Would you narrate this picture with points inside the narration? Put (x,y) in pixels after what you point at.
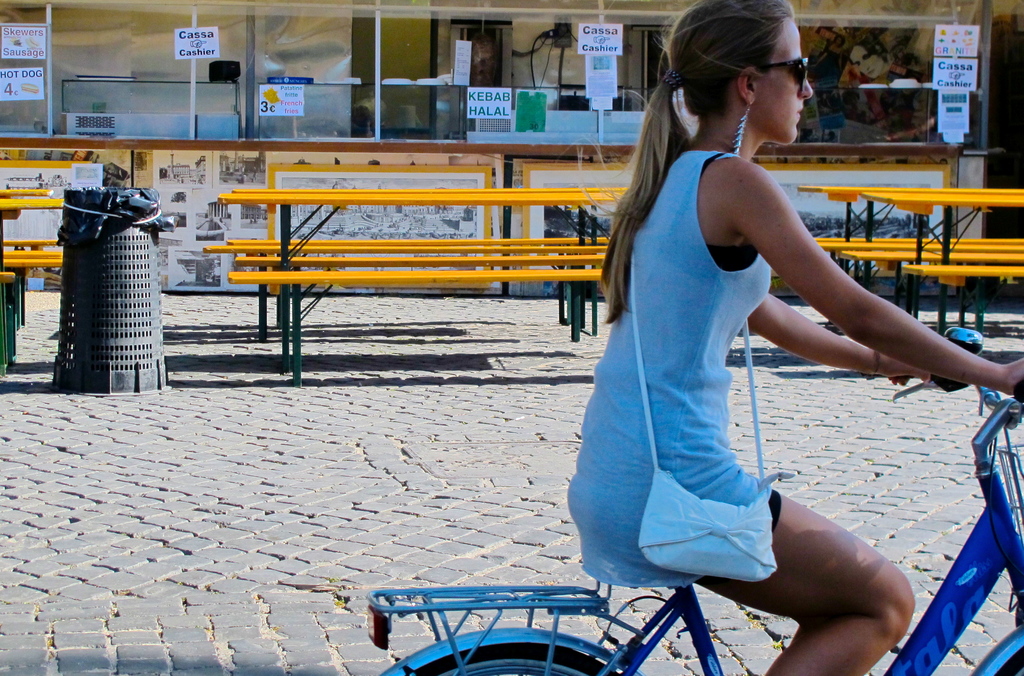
In this picture we can see a woman (770,220) riding a bicycle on the road (735,367), and here are the benches (549,276), and here is the counter (437,114).
